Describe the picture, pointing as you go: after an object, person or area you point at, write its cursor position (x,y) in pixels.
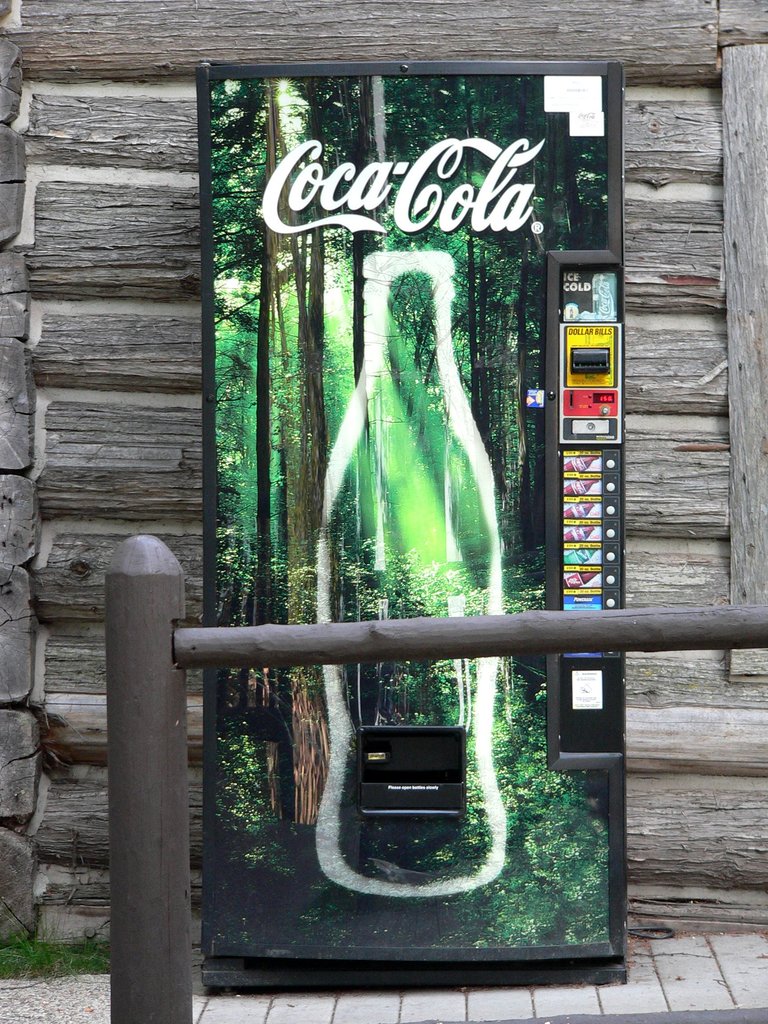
In the picture I can see the wooden fence (113,763), cold drink refrigerator (248,720) upon which I can see a logo (525,148), a bottle (344,450) and trees images (309,457), which is placed on the ground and in the background (115,106), I can see the wooden wall (108,344).
